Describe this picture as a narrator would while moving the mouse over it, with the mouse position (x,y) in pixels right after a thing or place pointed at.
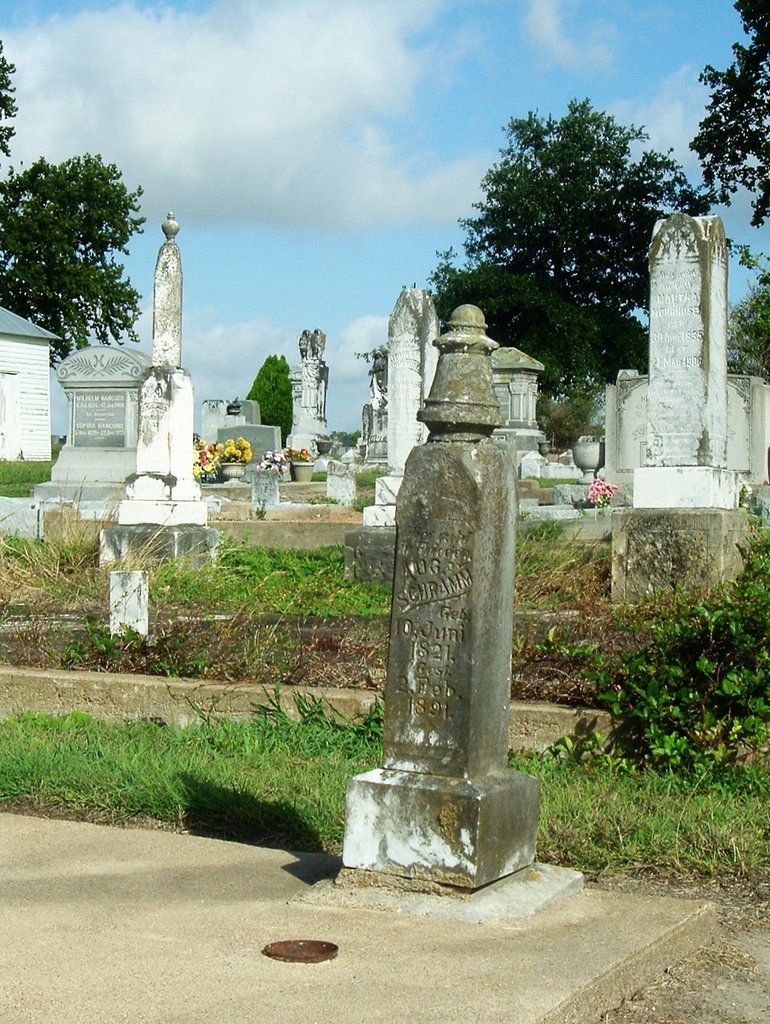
In the picture we can see the gravestones (425,820) in the middle of it, we can see some parts of grass (585,625) and in the background (216,321), we can see the trees (462,287) and the sky (231,240) with clouds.
